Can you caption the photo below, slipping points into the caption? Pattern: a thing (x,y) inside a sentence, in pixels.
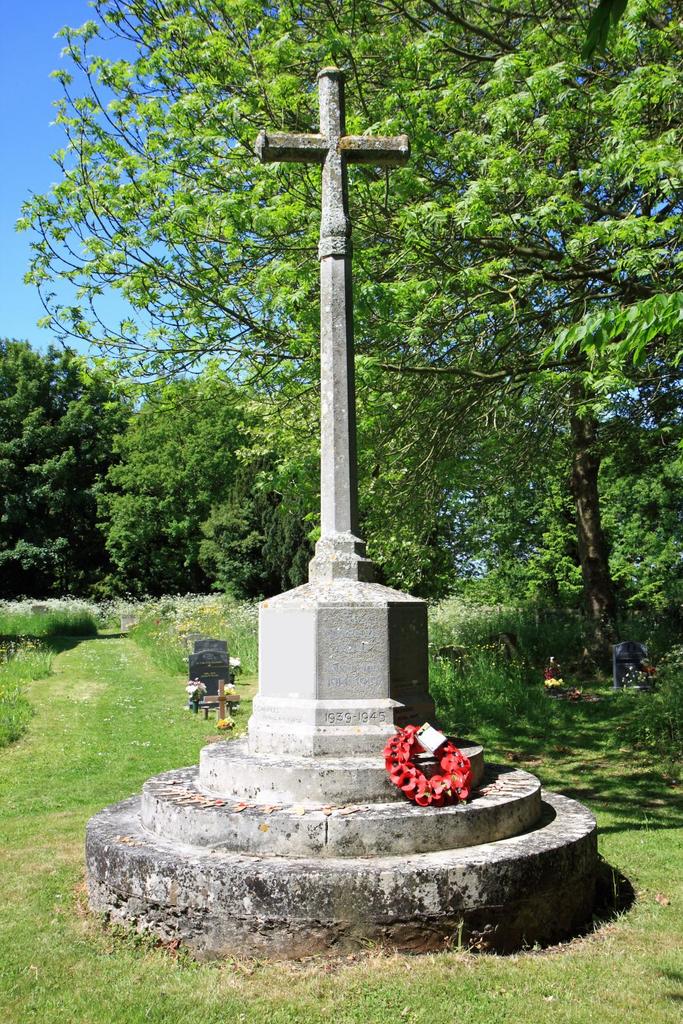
In this image we can see a structure (331,621), stairs (372,847) and a garland (416,781). At the bottom of the image (555,980), we can see the grass (420,966). In the background (23,495), we can see trees (54,454) and the sky (119,292).
